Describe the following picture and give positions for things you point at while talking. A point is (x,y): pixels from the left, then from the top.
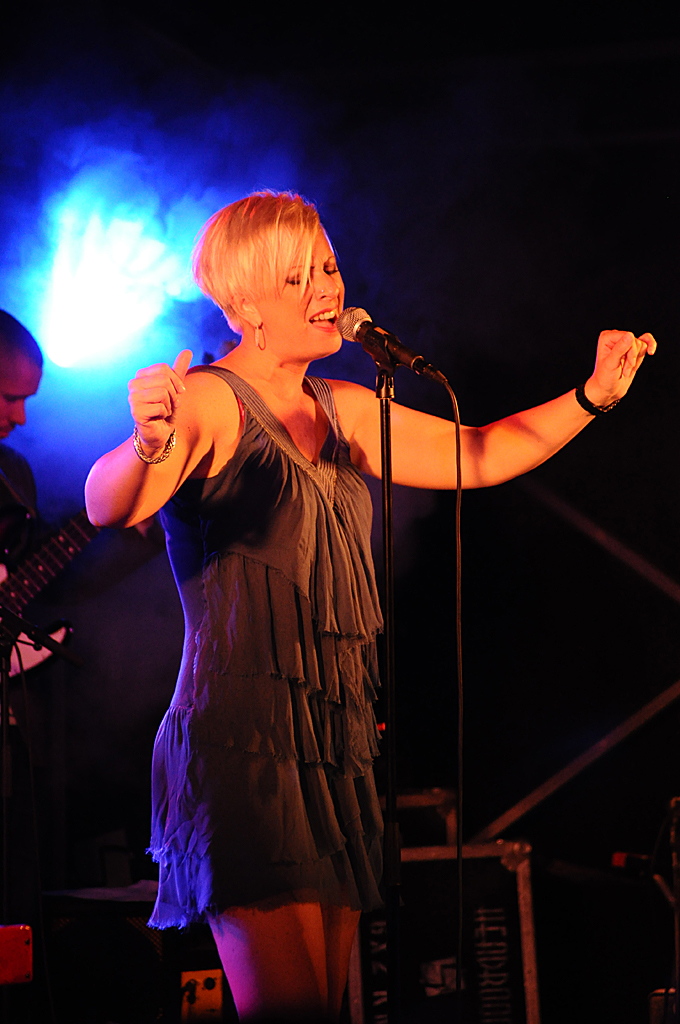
A woman (280,719) is standing, this is microphone (352,313), a person (21,523) is playing guitar (40,579), this is light (180,276).
